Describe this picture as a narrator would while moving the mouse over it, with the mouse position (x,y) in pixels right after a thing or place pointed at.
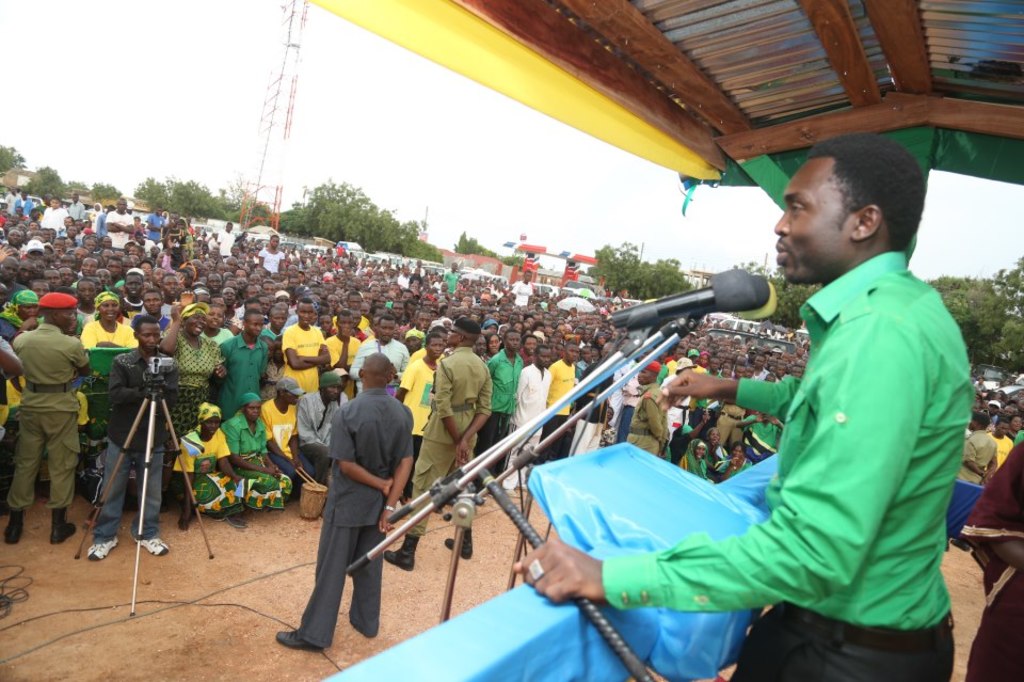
On the left side of the image (156,326) we can see the crowd (190,329) and a person (117,510) is recording the event with a camera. In the middle of the image (543,294) we can see the crowd (486,313) and some buildings (535,280). On the right side of the image (871,534) we can see a person (790,469) is standing near the mike (656,308).
